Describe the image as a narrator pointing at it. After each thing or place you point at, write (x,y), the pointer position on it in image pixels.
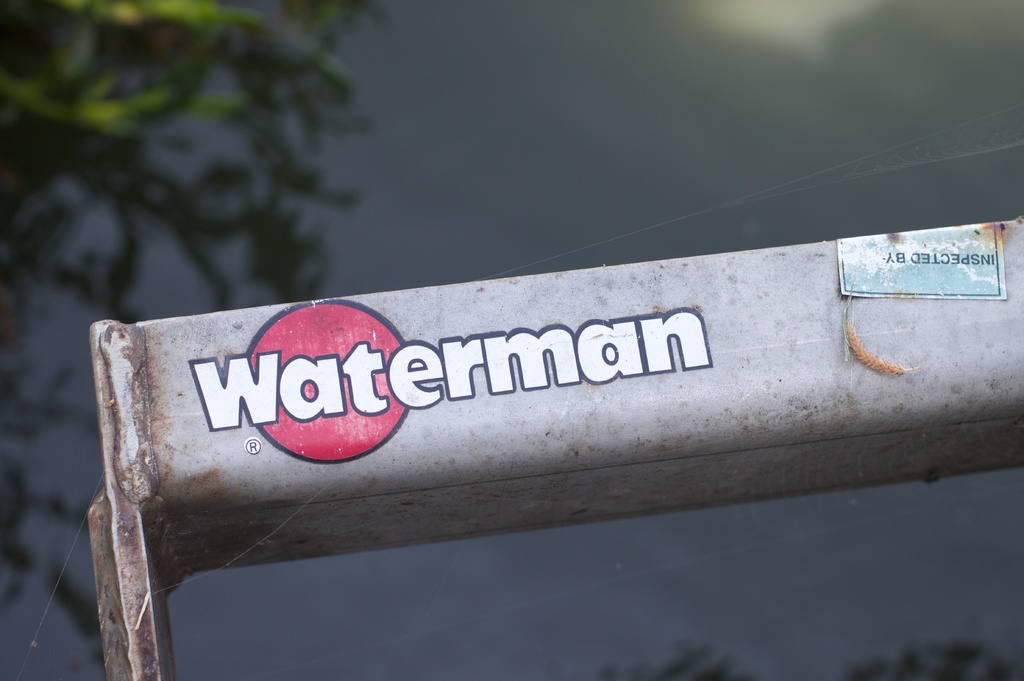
In this image, there is a white color metal object (652,448), on that WATER MAN is printed, at the background (194,71) there is a green color tree (98,135).
